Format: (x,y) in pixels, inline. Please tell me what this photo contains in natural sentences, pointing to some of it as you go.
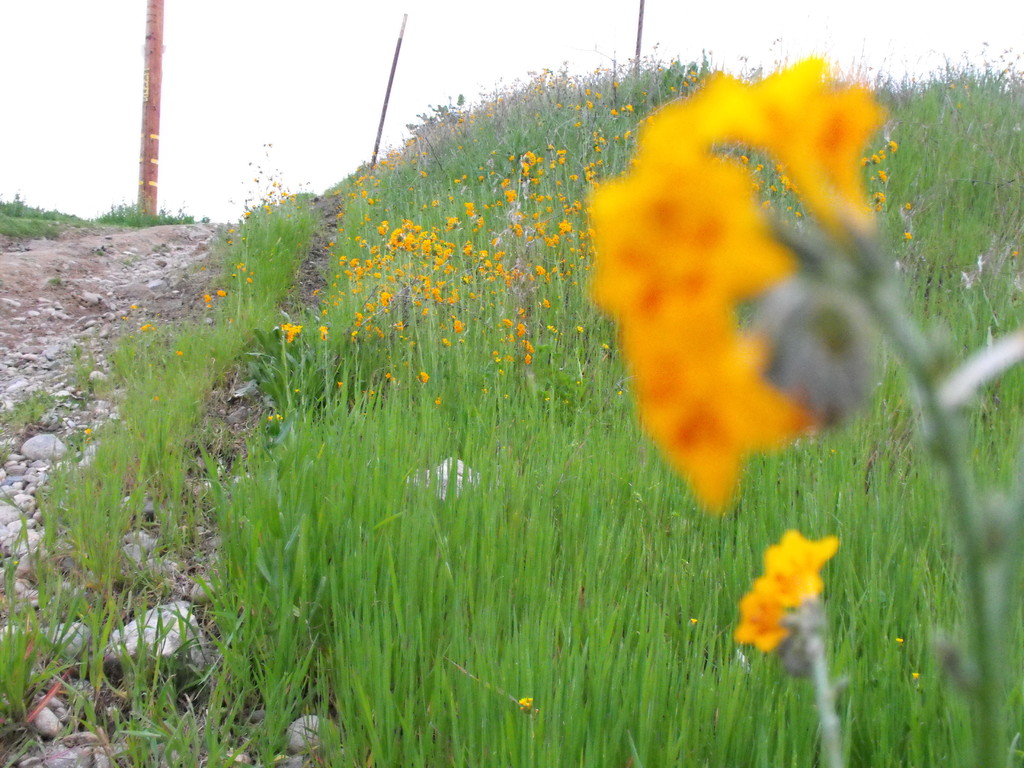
In the foreground (621,662) I can see grass (712,621) and flowering plants (377,227). In the background (107,67) I can see a pole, stones (35,290) and the sky (313,111). This image is taken during a day.
